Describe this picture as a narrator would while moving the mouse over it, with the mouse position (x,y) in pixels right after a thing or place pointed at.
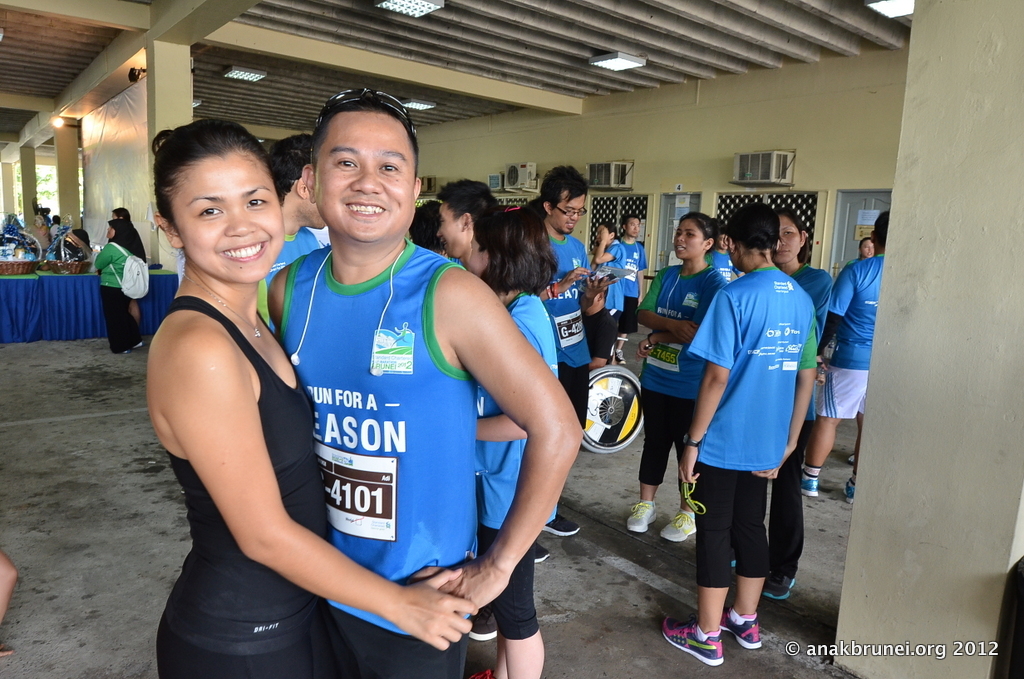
In this picture there is a man (458,466) and a woman (183,157) on the left side of the image (284,200) and there are other people (546,201) in the background area of the image (749,365), there are tables (8,334) on the left side of the image (17,302).
